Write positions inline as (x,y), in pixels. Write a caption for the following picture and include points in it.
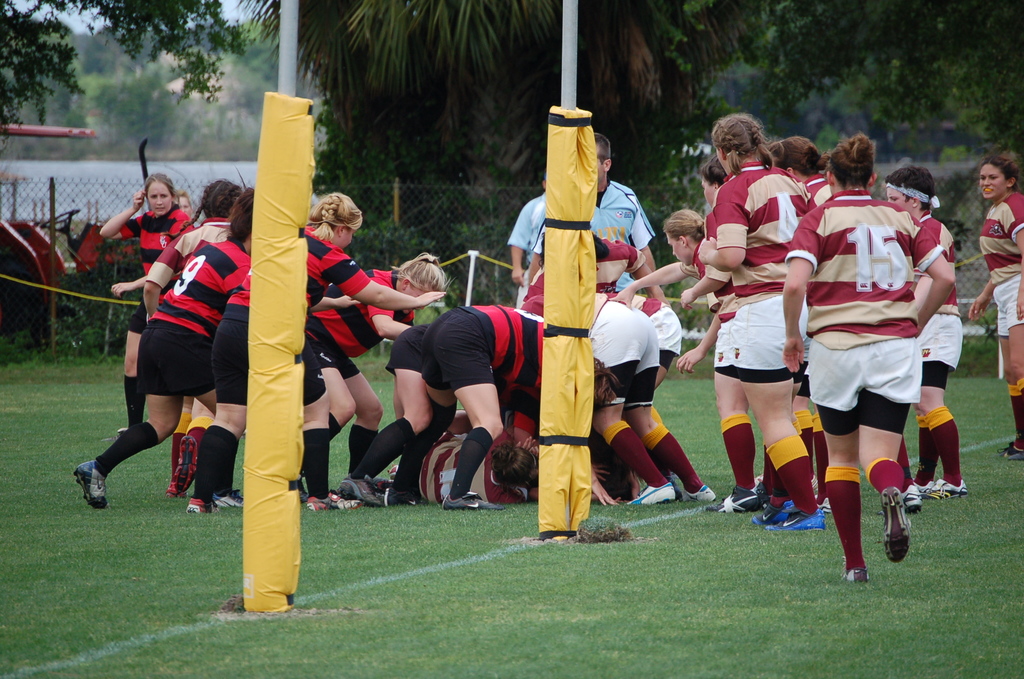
In this image we can see some people (386,320) wearing sportswear (520,341) and it looks like they are playing and there are two persons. We can see two poles (572,124) in the middle of the image (572,276) and there is a vehicle (24,265) and we can see a fence (131,186) and there are some trees (171,28) in the background (31,37).
